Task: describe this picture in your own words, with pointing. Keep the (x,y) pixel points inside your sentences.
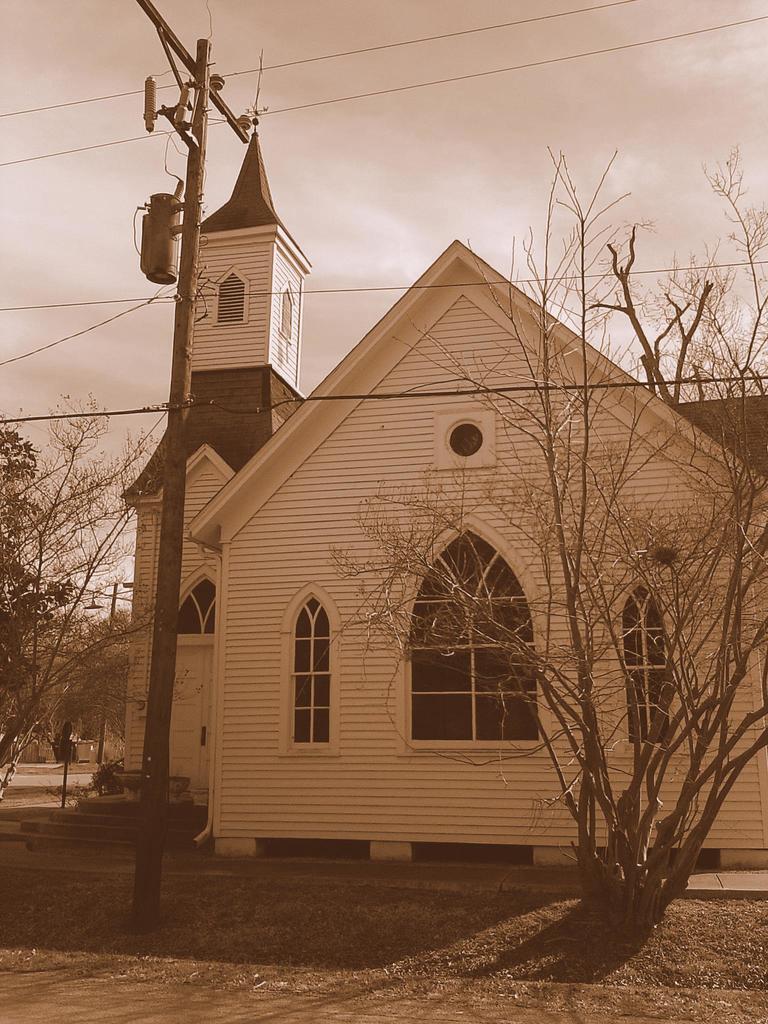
In the center of the image (324,462) we can see a building (419,732), windows (483,749). In the background of the image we can see the trees (69,696), poles (160,697), board (63,760), wires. At the bottom of the image (125,999) we can see the ground (311,937) and dry leaves (449,982). At the top of the image (459,182) we can see the clouds (285,203) in the sky (677,16).
